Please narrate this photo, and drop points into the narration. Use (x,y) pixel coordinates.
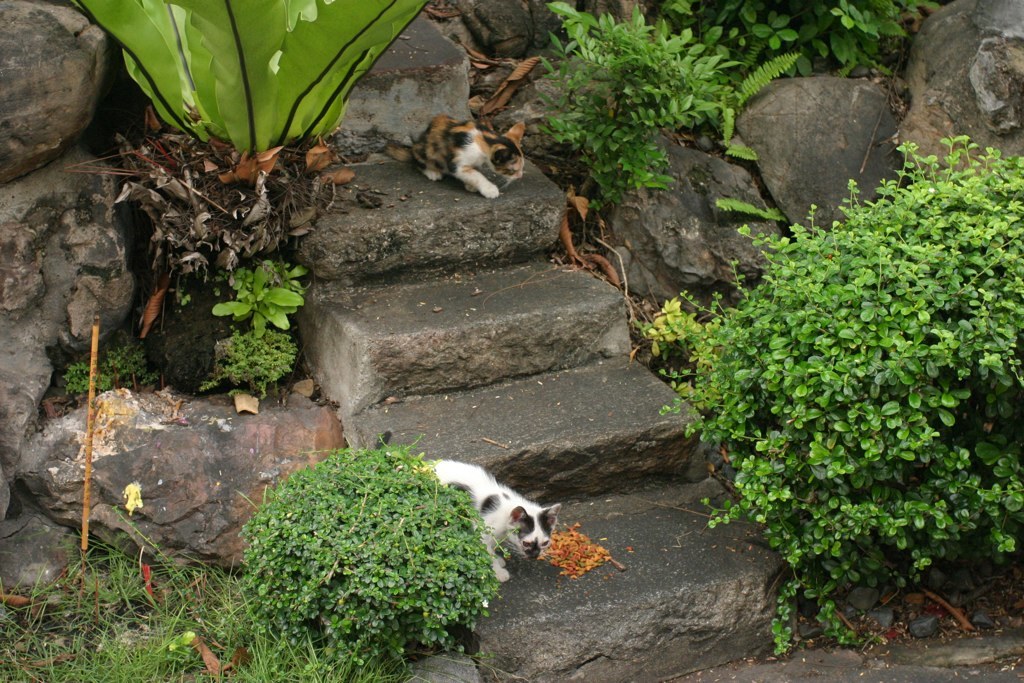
In this image in the front (467,551) there are plants (453,522) and there are cats (476,481) on the steps (486,354). In the background (633,65) there are stones (541,47) and there are plants (286,74).
